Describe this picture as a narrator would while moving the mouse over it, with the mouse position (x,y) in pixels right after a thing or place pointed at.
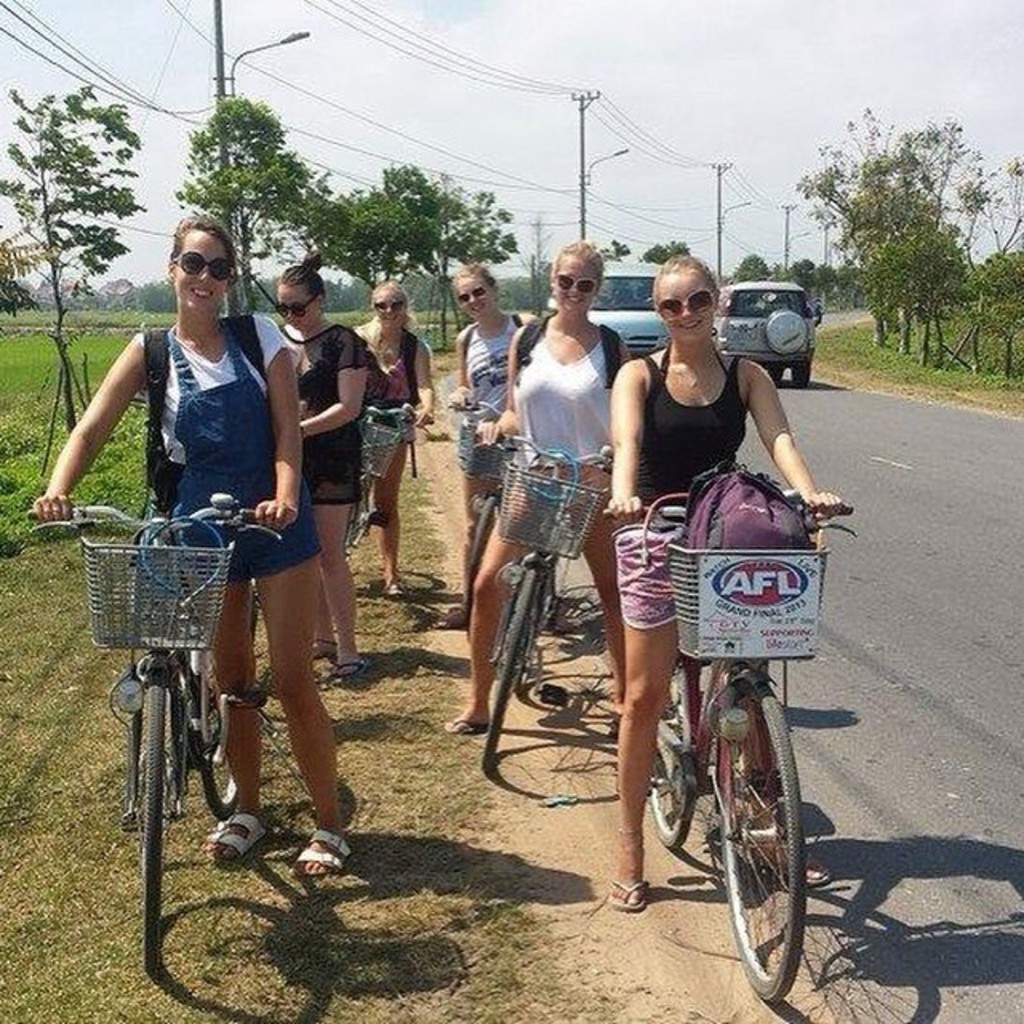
There are six girls (293,548) in the picture and six of them are wearing goggles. These are the bicycles (195,648), vehicle (806,355) and electric pole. There are many trees (863,235) around and a white sky (813,104).
